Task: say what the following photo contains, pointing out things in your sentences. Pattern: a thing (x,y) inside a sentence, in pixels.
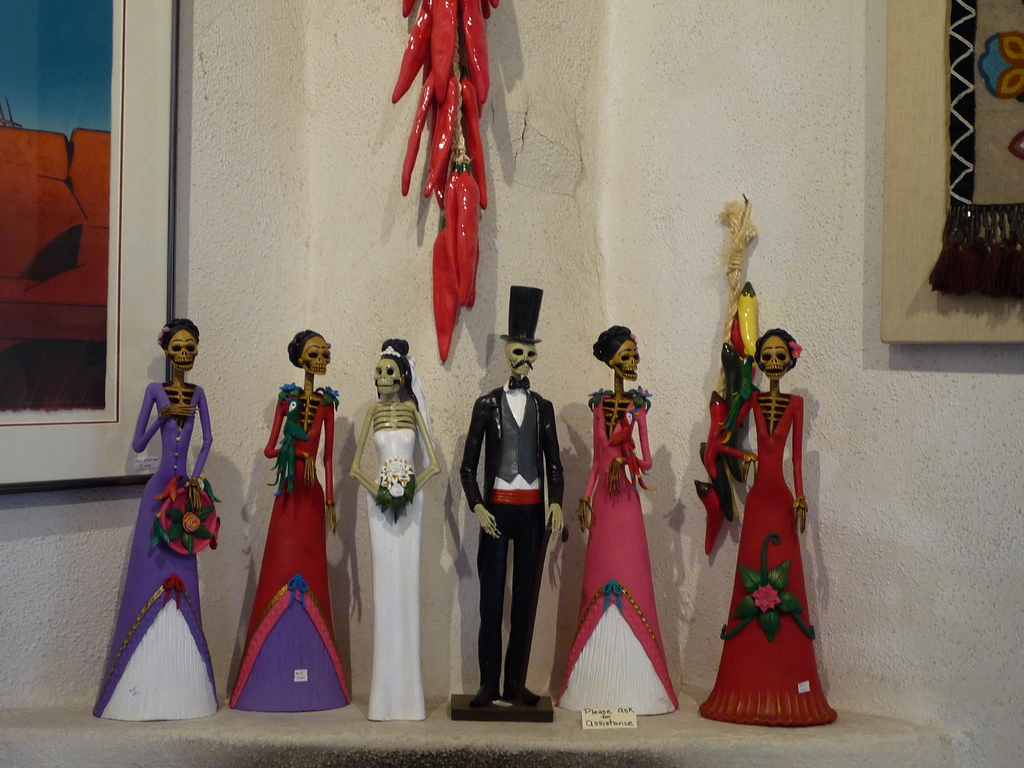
In this image, we can see toys (515,656) on the table (355,706) and in the background (150,155), there are frames (963,152) on the wall (603,184) and there are some objects (441,58) hanging.
